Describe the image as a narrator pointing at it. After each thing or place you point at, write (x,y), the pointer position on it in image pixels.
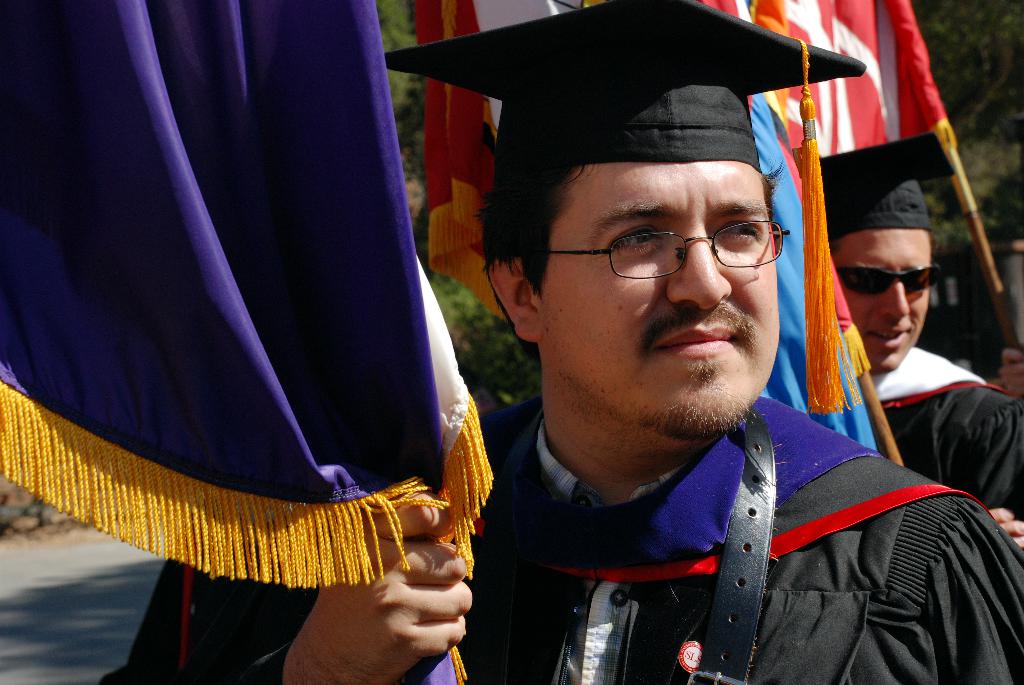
In this image I can see two people (763,380) standing and holding something. They are wearing black dress (836,475) and a black color hat (689,63). I can see few flags (480,114). They are in different color. Back I can see trees (974,52).
